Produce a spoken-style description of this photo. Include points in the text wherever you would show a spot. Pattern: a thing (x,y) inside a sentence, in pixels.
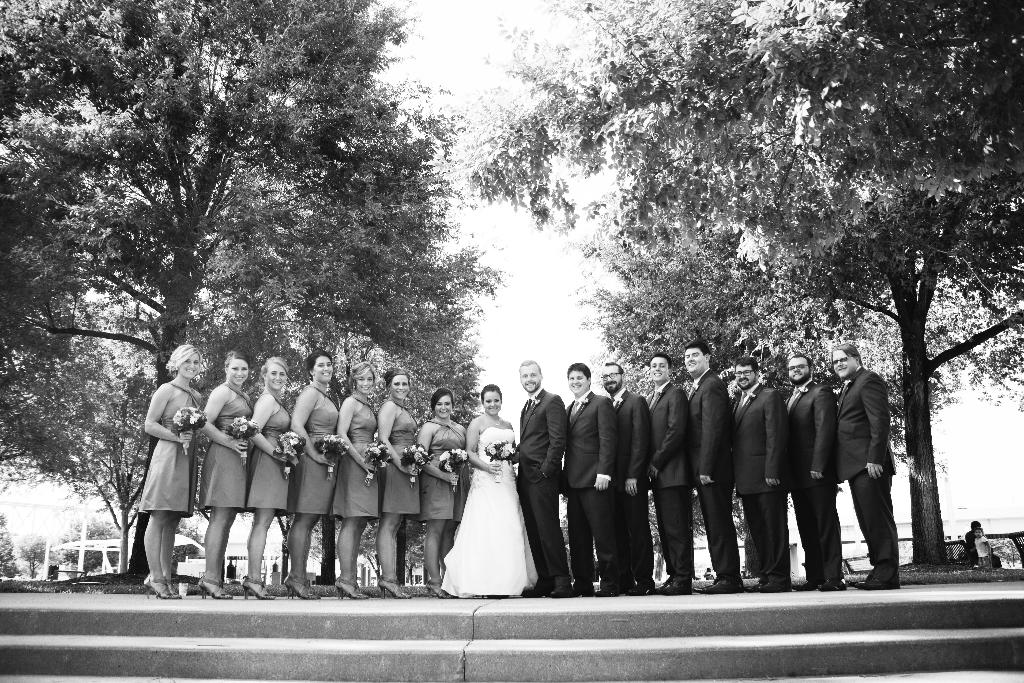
It is the black and white image in which there are group of people (704,438) posing for the picture. There are men (735,437) on the right side (760,429) and women (241,390) on the left side (259,405). In the middle (488,430) there is a girl (477,454) who is holding the flower bouquet (515,448). In the background (156,214) there are trees (141,214). At the bottom (413,657) there are stones (419,673).
